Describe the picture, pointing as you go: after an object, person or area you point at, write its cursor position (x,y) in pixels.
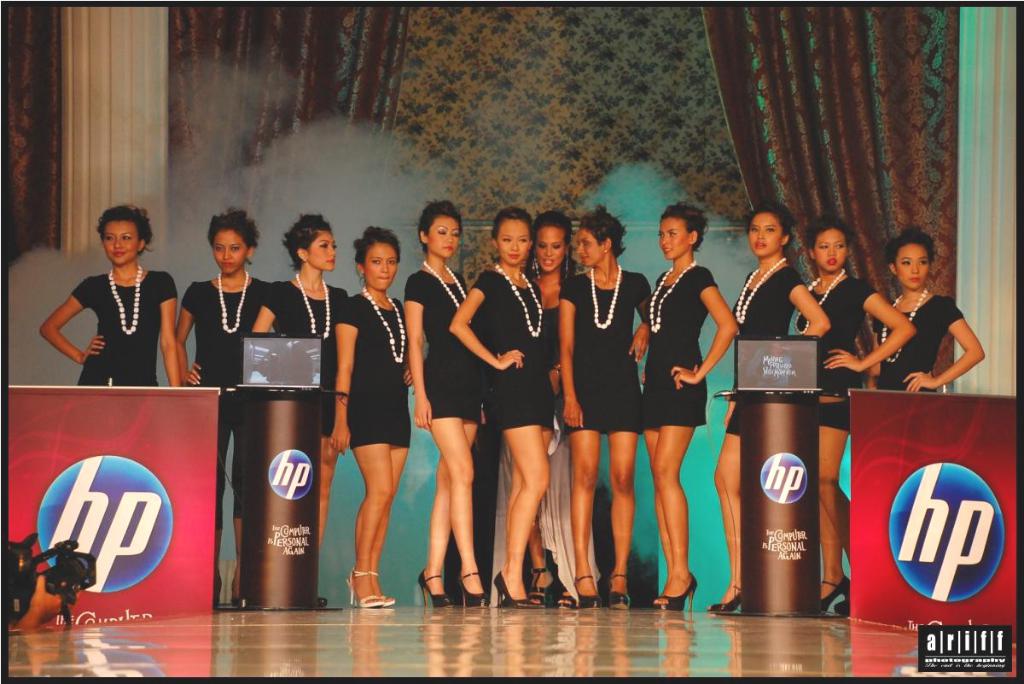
In this image we can see few women (633,275) standing. And we can see the pillars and curtains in the background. And we can see the monitors (772,355) on the tiny poles (744,471). And we can see some poster boards (889,464).
